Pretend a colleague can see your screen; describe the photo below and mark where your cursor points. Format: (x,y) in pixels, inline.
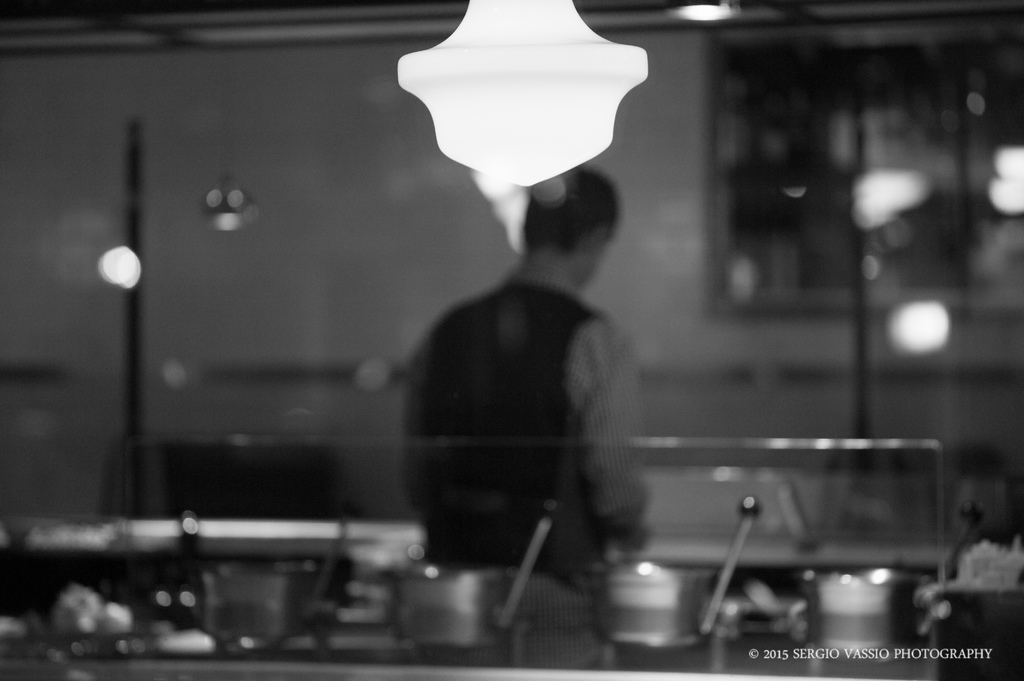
This is a black and white image. In the center of the image (425,381) there is a person (592,193) standing. At the top of the image (465,163) there is a light (612,80). At the bottom of the image (298,594) there are vessels (878,640) on the table (59,653).
